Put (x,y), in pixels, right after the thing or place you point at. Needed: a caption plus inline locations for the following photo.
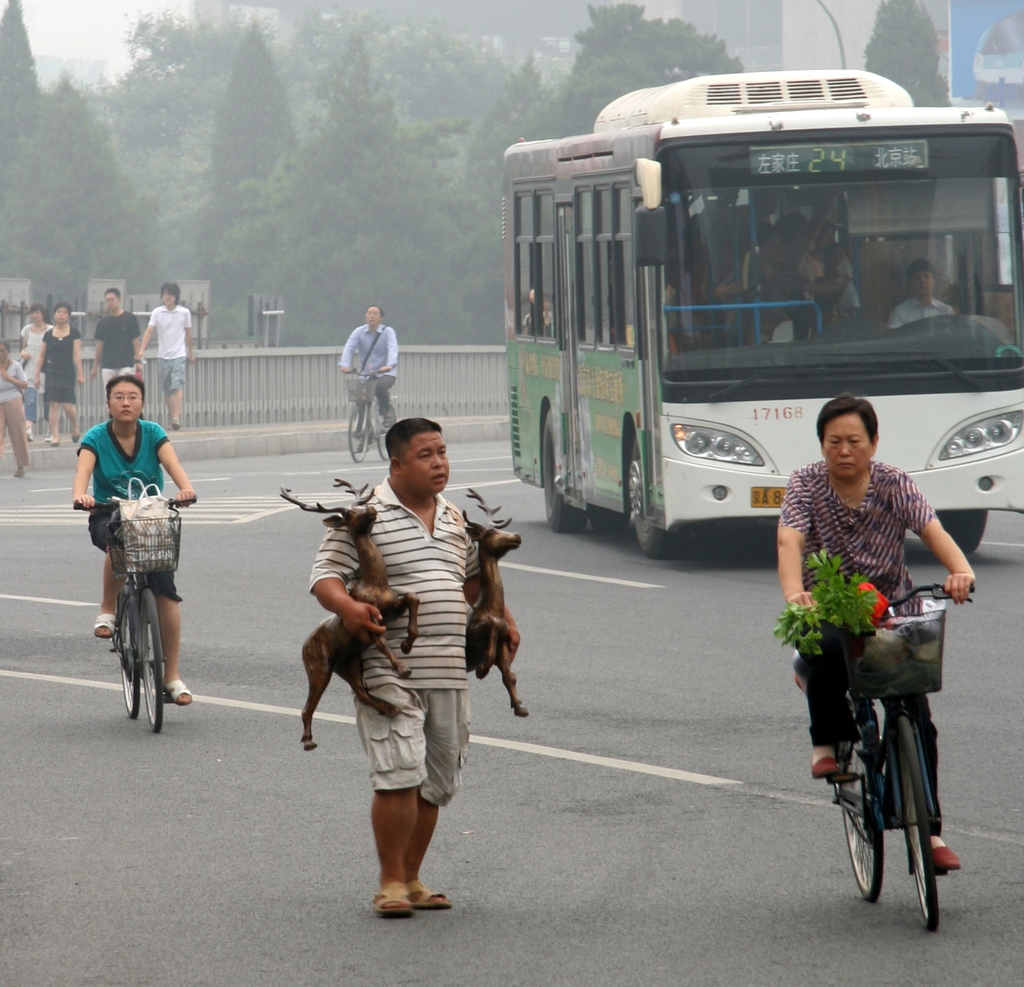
This a road (370,875). In road (240,584) there is a bus (700,300). One person (427,517) is walking wearing a white t shirt (455,622) and shorts (425,752). He is holding two statues of deer (410,613). One person (856,508) is riding a bicycle (935,600). In the basket (870,658) there is some leaves (866,613). One woman (136,477) is also riding a bicycle (173,547). There is a plastic bag (142,516) in the basket (143,544) of the bicycle (112,551). Some people (115,364) are walking in the side lane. There is boundary (216,379) in the side of the road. There are trees (267,237) in the background (180,207). There is a building (776,50) in the background (790,50). Another person (383,388) is riding the bicycle (382,401) is carrying a shoulder bag (379,342).
